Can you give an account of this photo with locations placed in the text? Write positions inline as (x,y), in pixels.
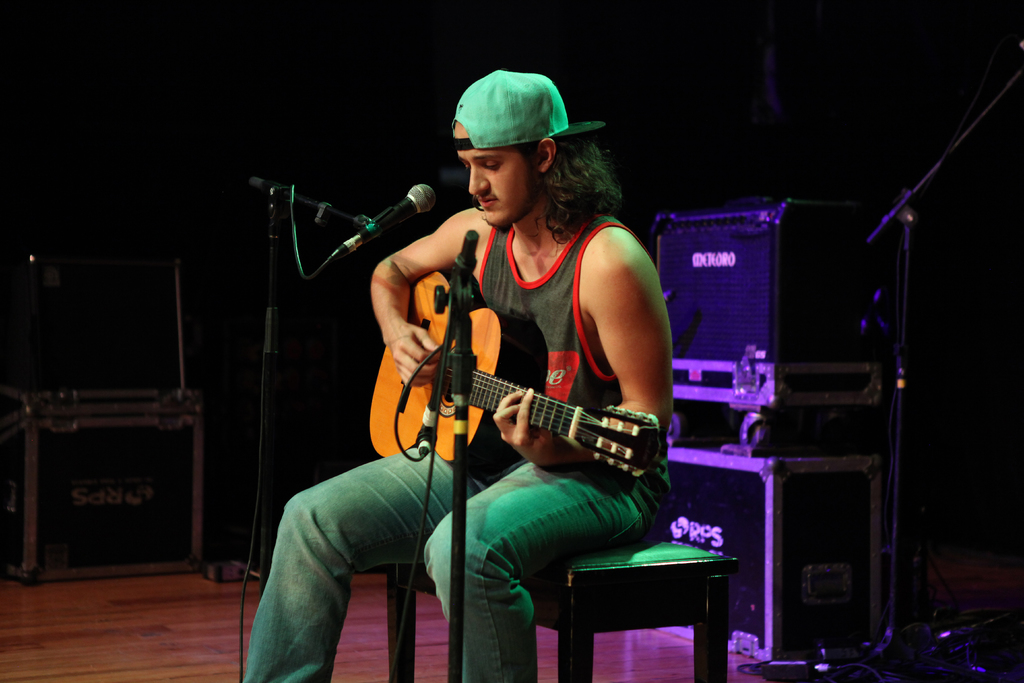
Background (82,109) is very dark. We can see sound boxes (788,351) here. We can see a person (569,229) with long hair (572,191), wearing a cap (540,109) sitting on a chair (584,587) in front of a mike (380,232) and playing guitar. This is a platform (162,630).
